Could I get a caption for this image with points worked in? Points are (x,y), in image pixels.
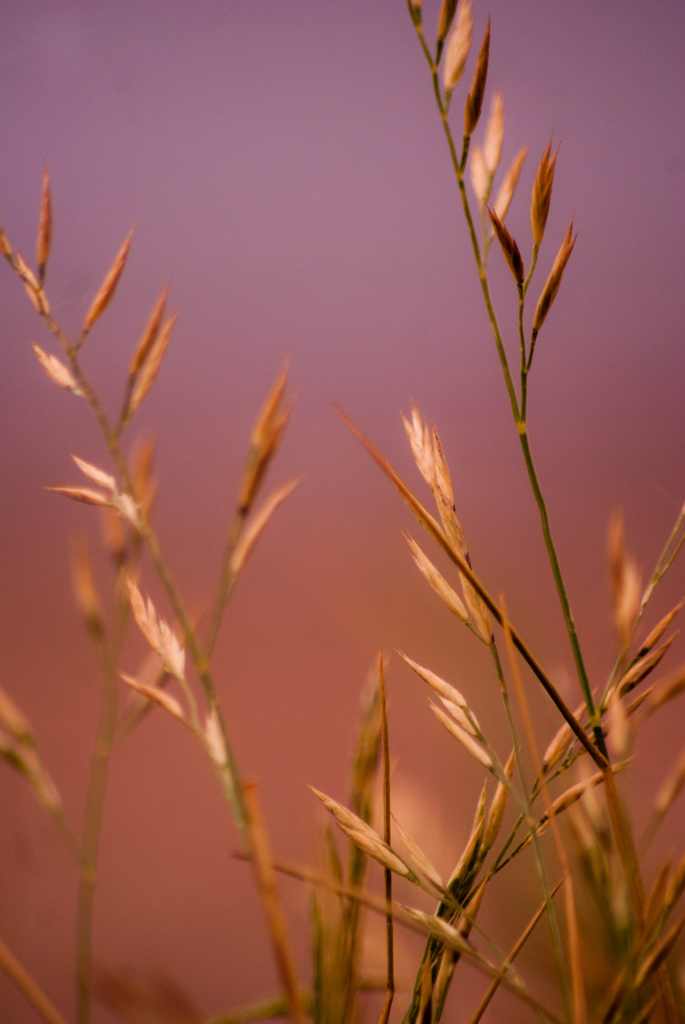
In this image there are plants (377,699) towards the bottom of the image (395,855), at the background of the image (308,445) there is the sky (347,337).
